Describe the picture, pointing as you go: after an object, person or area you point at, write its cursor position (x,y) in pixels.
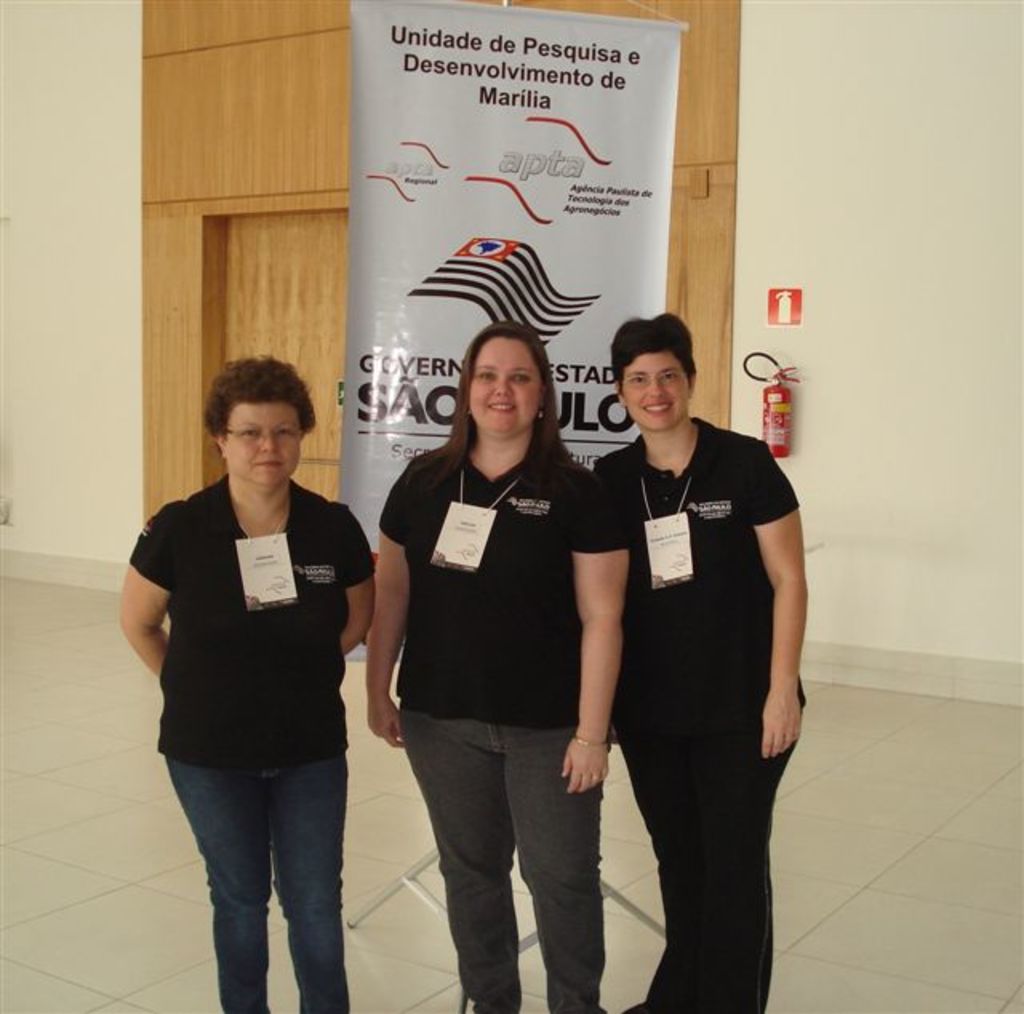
In this image we can see three women (310,630) wearing tags (438,554) and standing also two women (557,597) are smiling. In the background (853,117) we can see the wall (834,362), fire extinguisher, banner (626,440) with the text (577,164) and also the wooden door (323,286). At the bottom (115,840) we can see the floor (894,850).
